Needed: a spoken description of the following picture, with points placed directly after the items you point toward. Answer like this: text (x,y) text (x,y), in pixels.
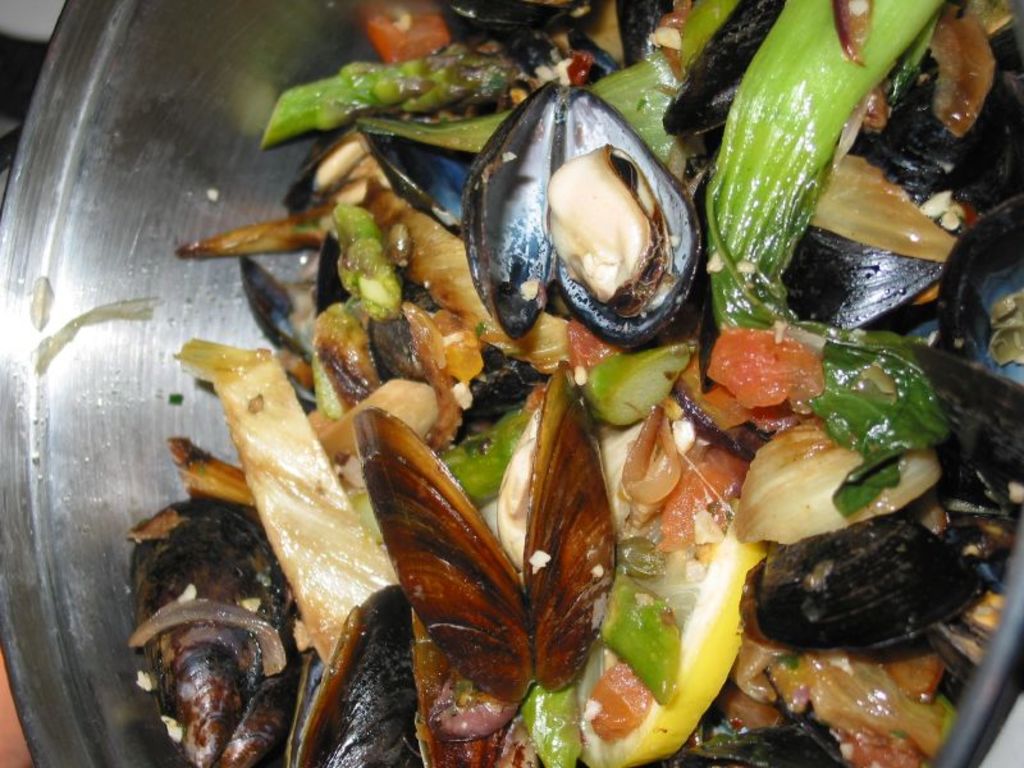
In this picture we can see food items (408,380) in a bowl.
